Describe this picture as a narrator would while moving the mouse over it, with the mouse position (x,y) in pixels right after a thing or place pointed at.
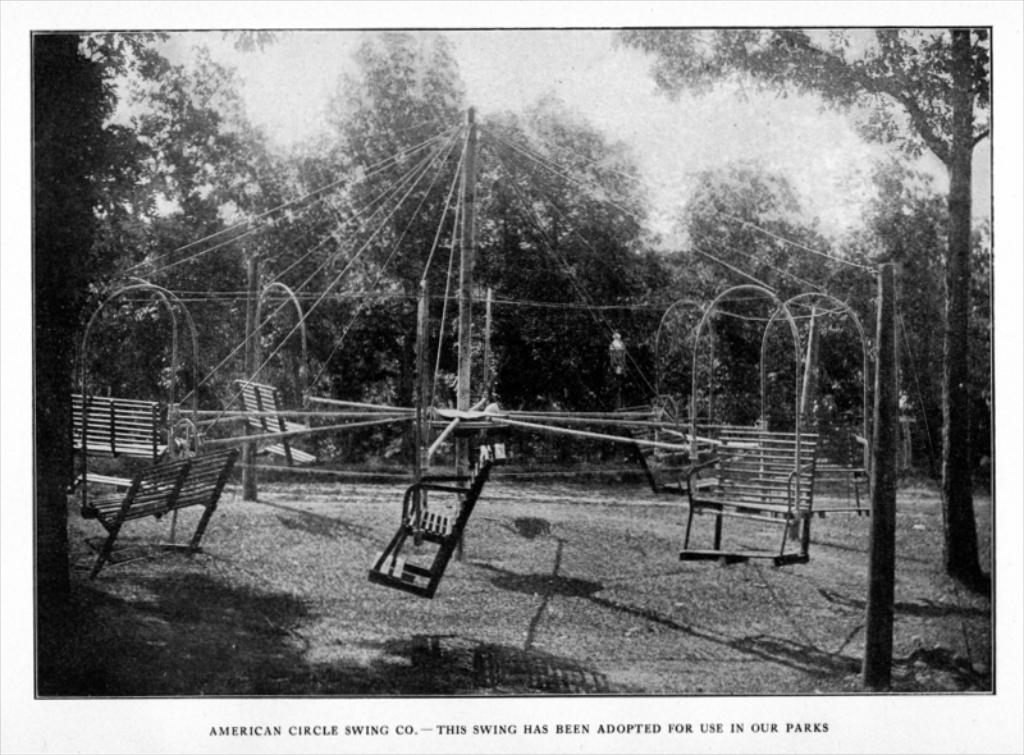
In this picture we can see the black and white photograph of the metal frame swing (223,441) in the garden (547,474). Behind there are some trees (274,303).
